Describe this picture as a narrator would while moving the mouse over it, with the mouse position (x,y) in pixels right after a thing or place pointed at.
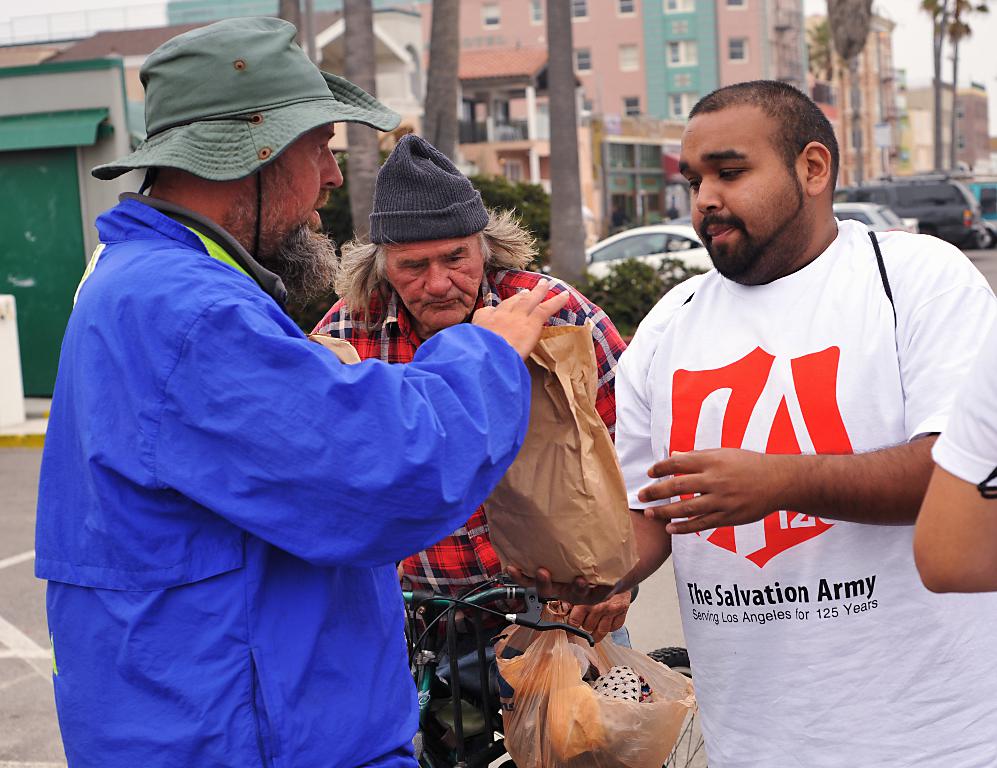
In this image in the foreground (246,437) there are two persons (393,452) holding a paper cover (567,568), in between them there is a person (437,310) who is sitting on the bi-cycle (490,667), there is a cover (533,746) attached to the handle (503,594), on the right side (953,549) there is a person's hand (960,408), in the middle (650,262) there are vehicles (617,254), plants (659,273), buildings (510,172), trunk (439,133) of tree (451,139) visible.
